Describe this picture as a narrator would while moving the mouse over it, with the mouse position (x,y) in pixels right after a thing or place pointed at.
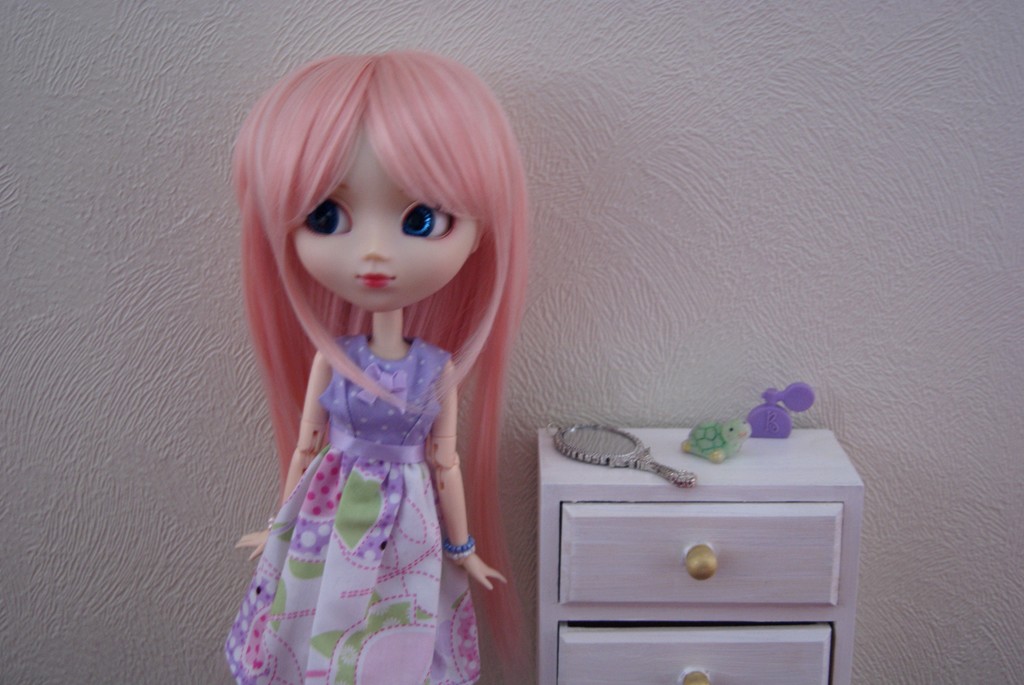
In this image, we can see a doll (359,271), cupboard racks (726,600) with handle (698,571). Here we can see few toys (708,439) and mirror (622,460). Background (727,278) there is a white wall (632,218).
